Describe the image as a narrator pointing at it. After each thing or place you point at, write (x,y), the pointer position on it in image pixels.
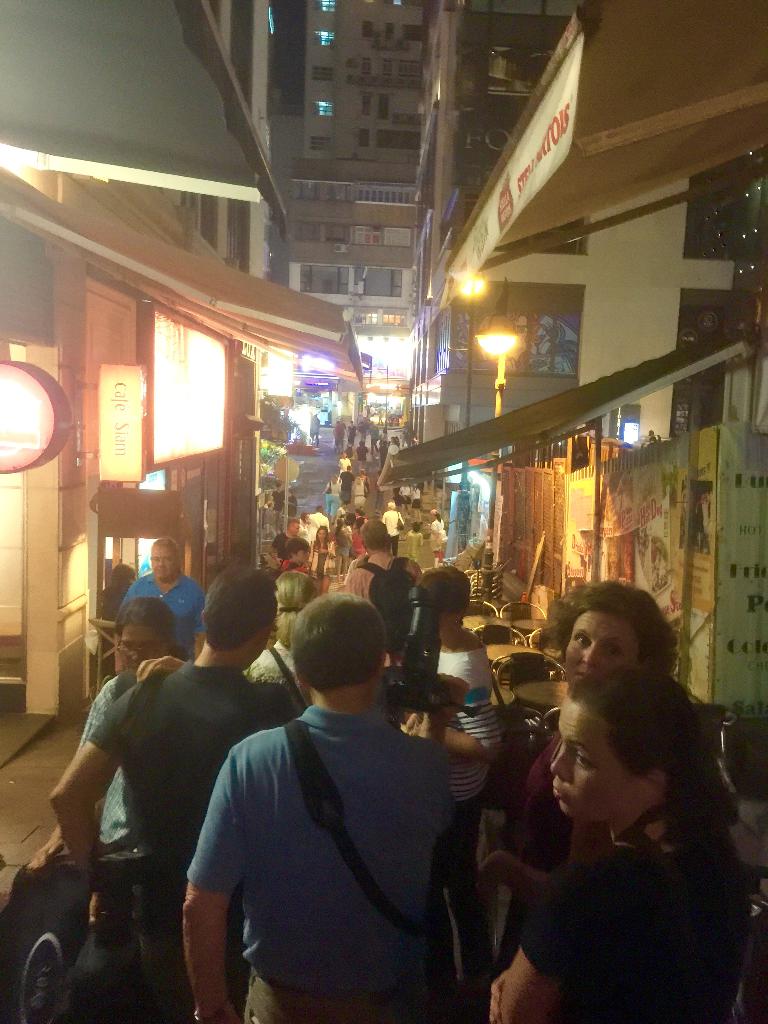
In this picture i can see many peoples (401,799) were standing beside the shops (232,170). In the background (283,157) i can see the buildings (693,287). On the right (569,360) i can see the street light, posters (699,535), gate (520,506) and fencing (546,504). In the bottom right corner (598,750) there is a woman (718,787) who is wearing black dress (605,1010). She is standing near to the person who is wearing a bag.
